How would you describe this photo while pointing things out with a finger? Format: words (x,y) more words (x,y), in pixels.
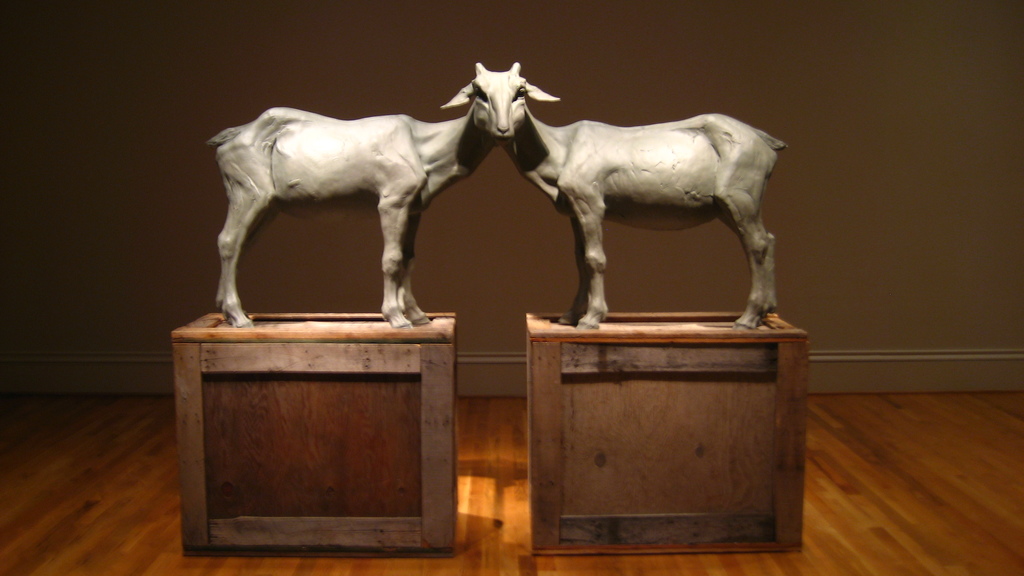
Here in this picture we can see statues (529,171) of goat (524,140) with a single head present on the wooden boxes (383,402) which are present on the floor (885,521) over there.
